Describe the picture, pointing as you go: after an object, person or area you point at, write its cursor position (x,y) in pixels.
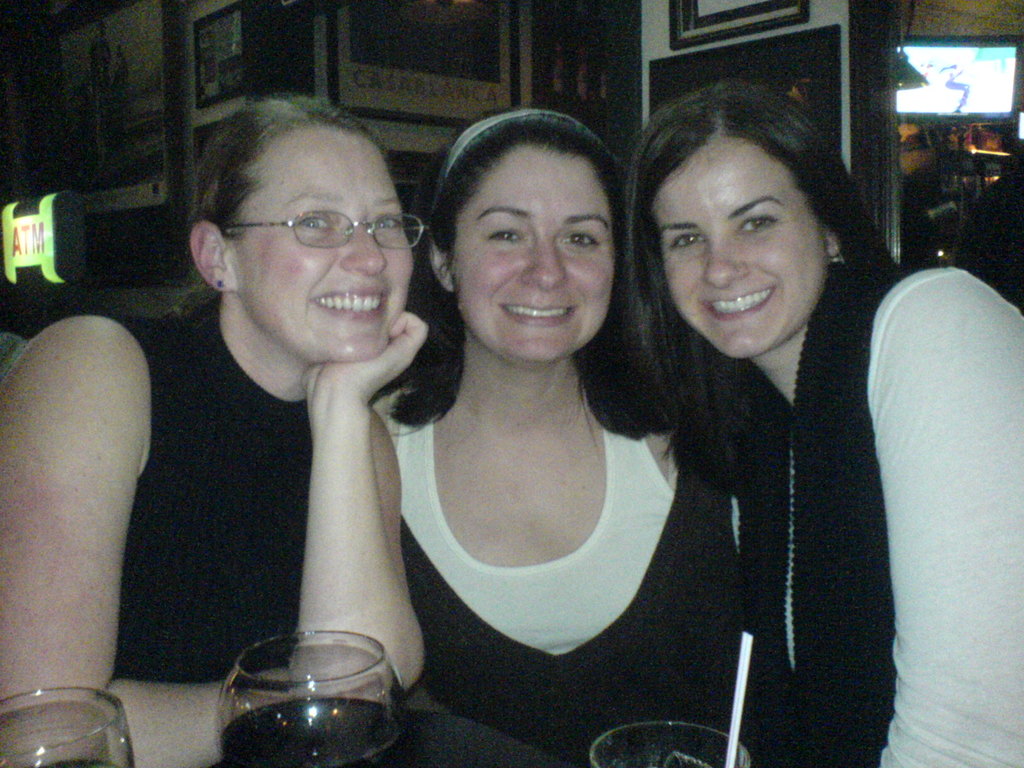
These three people (734,678) are smiling. In-front of them there are three glasses (286,741). Pictures (223,88) are on the wall (261,69). Here we can see board (56,221) and television (917,94).
